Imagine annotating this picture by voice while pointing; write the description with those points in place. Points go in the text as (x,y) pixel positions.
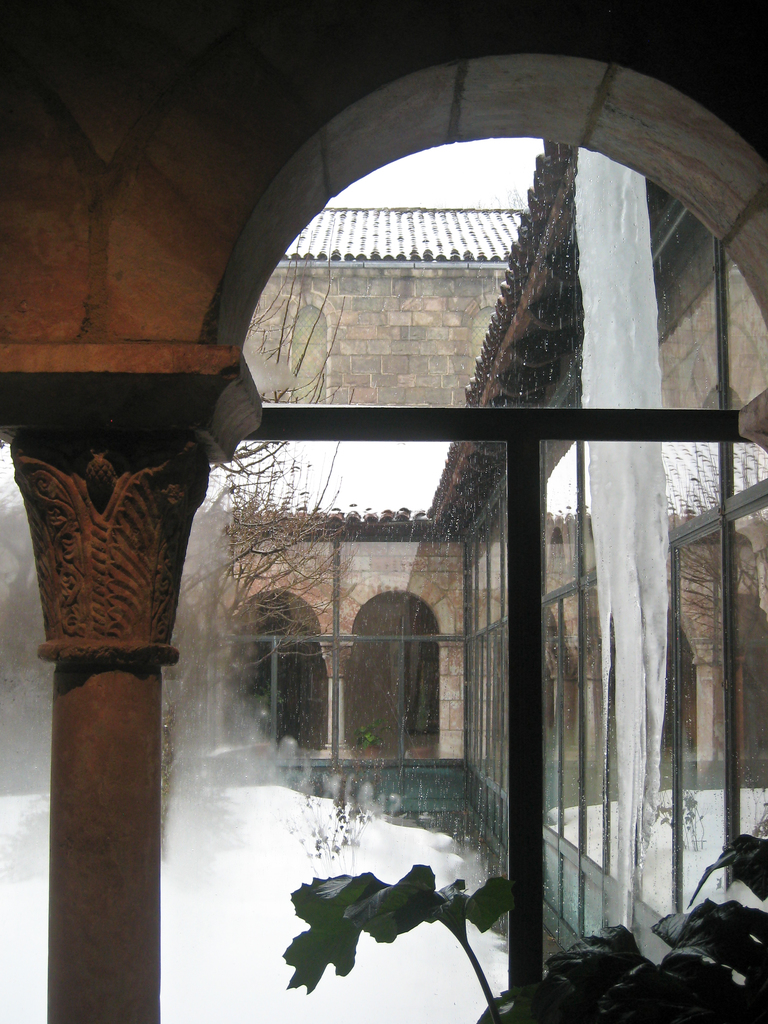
In this picture we can see a building (553,573). On the left (243,563) there is a tree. On the bottom right corner (761,989) we can see a plant (563,988). Here we can see snow (309,863). Here it's a sky (445,161).
